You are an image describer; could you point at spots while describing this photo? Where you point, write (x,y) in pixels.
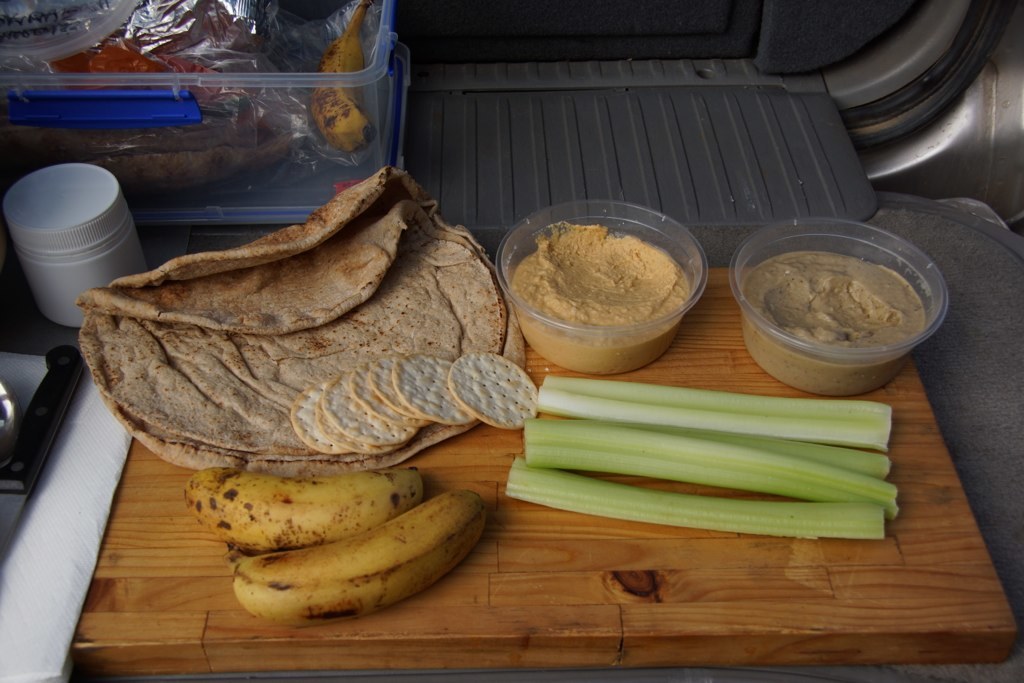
In the center of the image (509,316), we can see food items (354,266) and some bowls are on the board (593,624). In the background (211,69), there are some utensils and we can see a box (231,108) with covers (179,33), fruits (325,101) and some other items (203,50) and we can see a jar (56,264), knife (21,423) and spoon (8,427) and some tissues (80,479) and a mat (767,184).
